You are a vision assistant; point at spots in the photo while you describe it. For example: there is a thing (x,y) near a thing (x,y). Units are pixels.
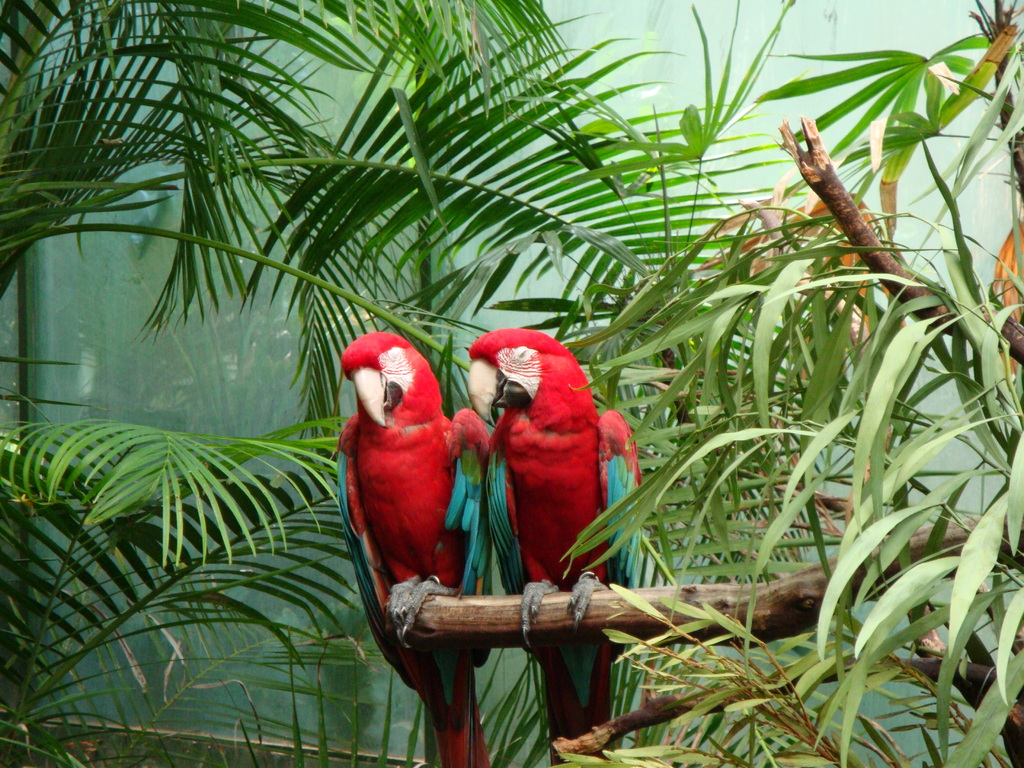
In this picture in the front (471,481) there are parrots (472,530) standing on a branch (611,602) of a tree (472,617). In the background (216,339) there are leaves (695,414) and there is glass (251,356).
